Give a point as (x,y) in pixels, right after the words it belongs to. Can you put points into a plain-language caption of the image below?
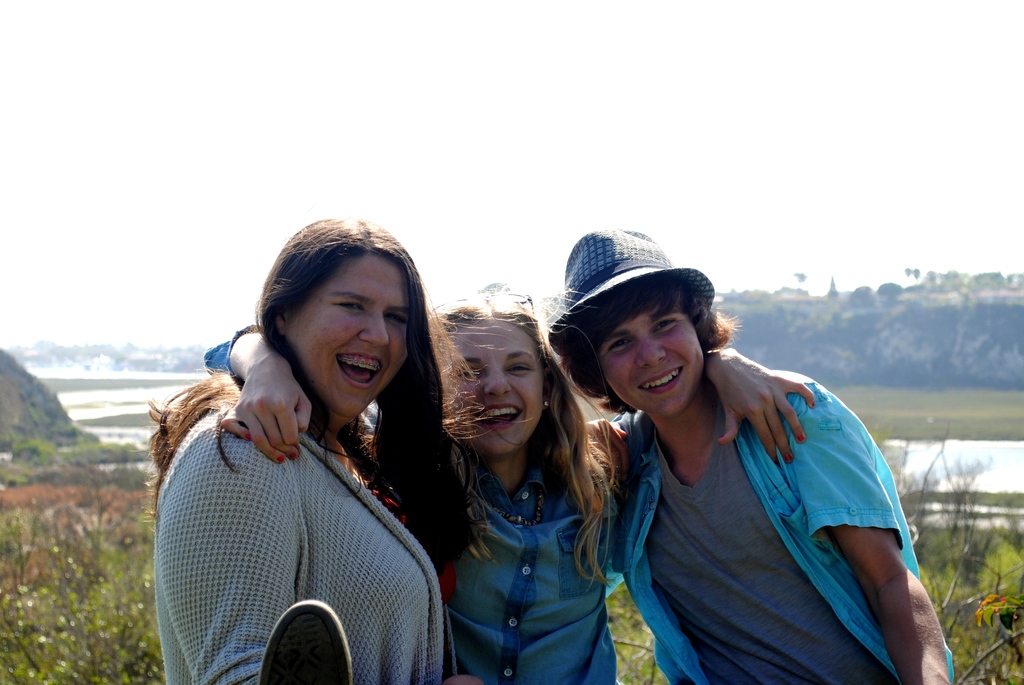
In this picture I can see two women (506,513) and a man (762,510) are standing together. These people (473,438) are smiling. The man (622,380) is wearing a hat (628,282). In the background (419,203) I can see trees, plants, water (928,466) and the sky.
